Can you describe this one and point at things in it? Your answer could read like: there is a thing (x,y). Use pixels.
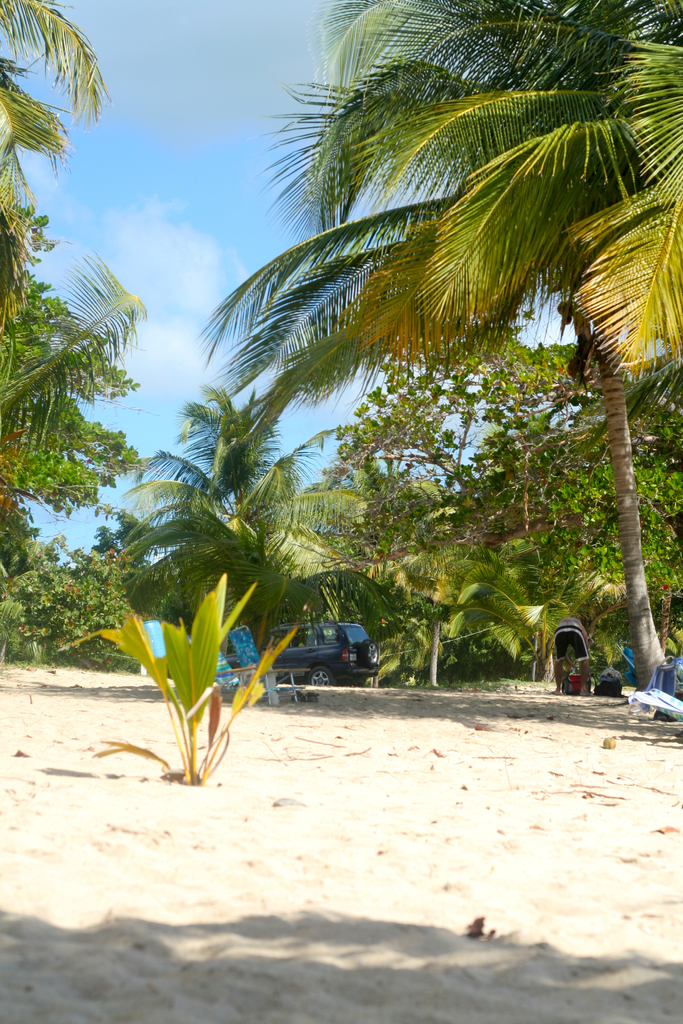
In this picture we can see a vehicle (326,671) on the land (323,714), around we can see some plants (211,676) and trees (490,545).
